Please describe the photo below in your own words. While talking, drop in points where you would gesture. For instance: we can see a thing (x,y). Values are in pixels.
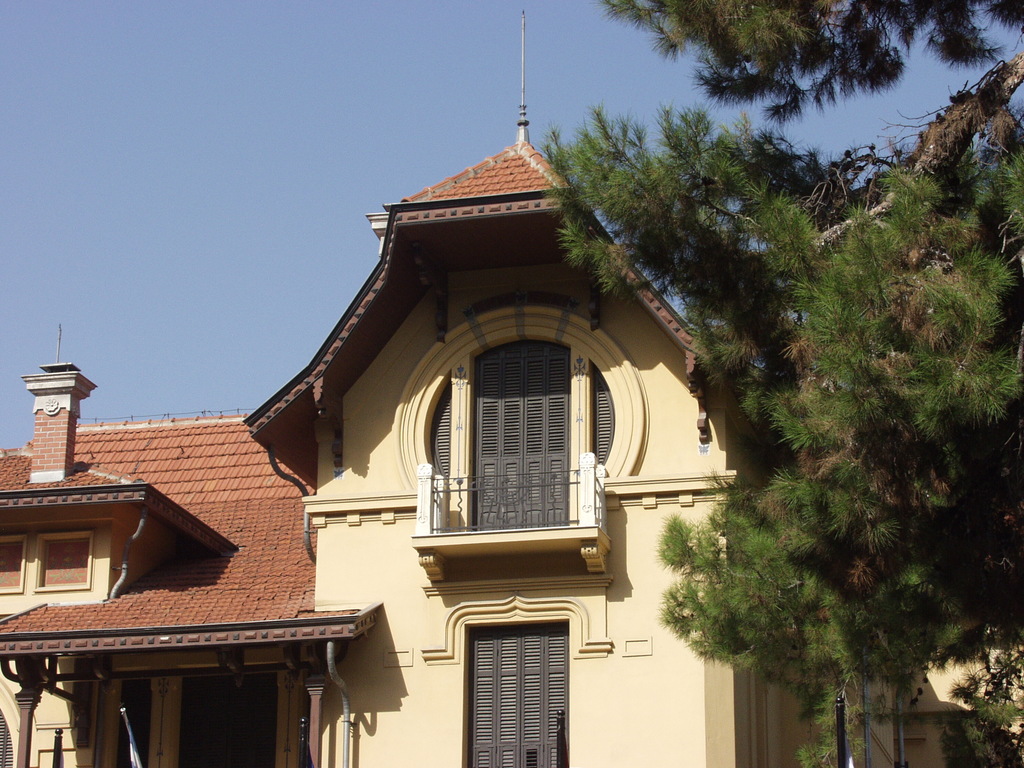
In the center of the image (342,328) we can see a building (624,462), windows (525,450), balcony (578,473), roof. In the background of the image (635,672) we can see a tree (990,477), door (248,722), wood pillars (33,684), wall (945,690). At the top of the image (372,134) we can see the sky (235,42).
